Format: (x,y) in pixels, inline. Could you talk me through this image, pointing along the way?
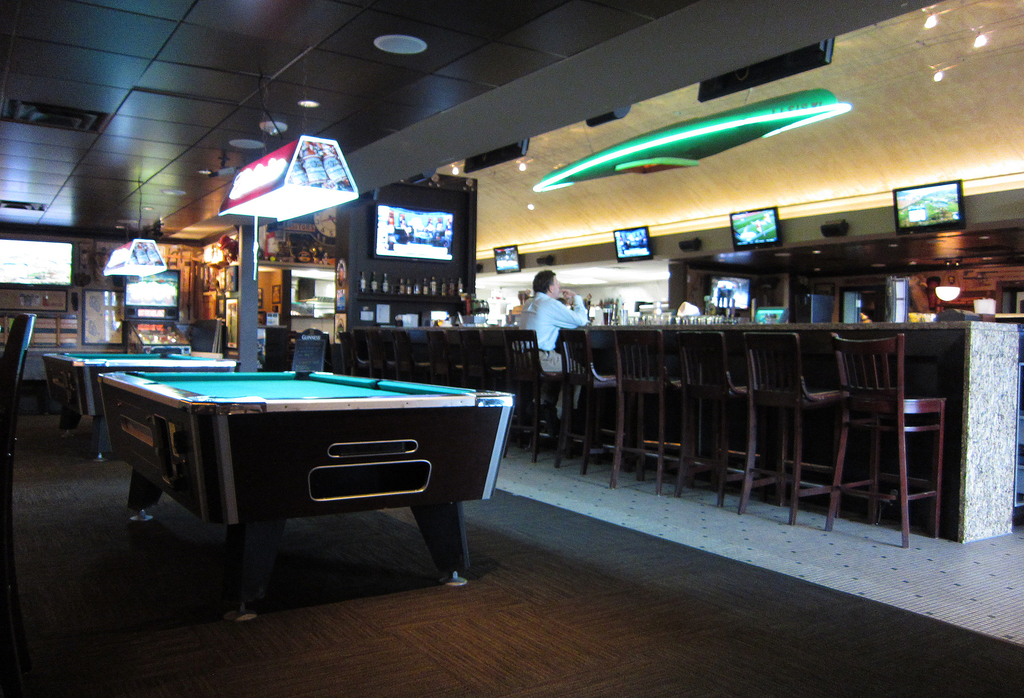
This might be a picture of a bar (249,144). In the background (18,264) there are many televisions (920,192). In the center of the picture (478,427) there are pool tables (219,398). In this image there are many chairs (502,368). In the center (544,343) a person (549,331) is seated. In the background (367,291) there are bottles (450,287) in the desk (979,359).
